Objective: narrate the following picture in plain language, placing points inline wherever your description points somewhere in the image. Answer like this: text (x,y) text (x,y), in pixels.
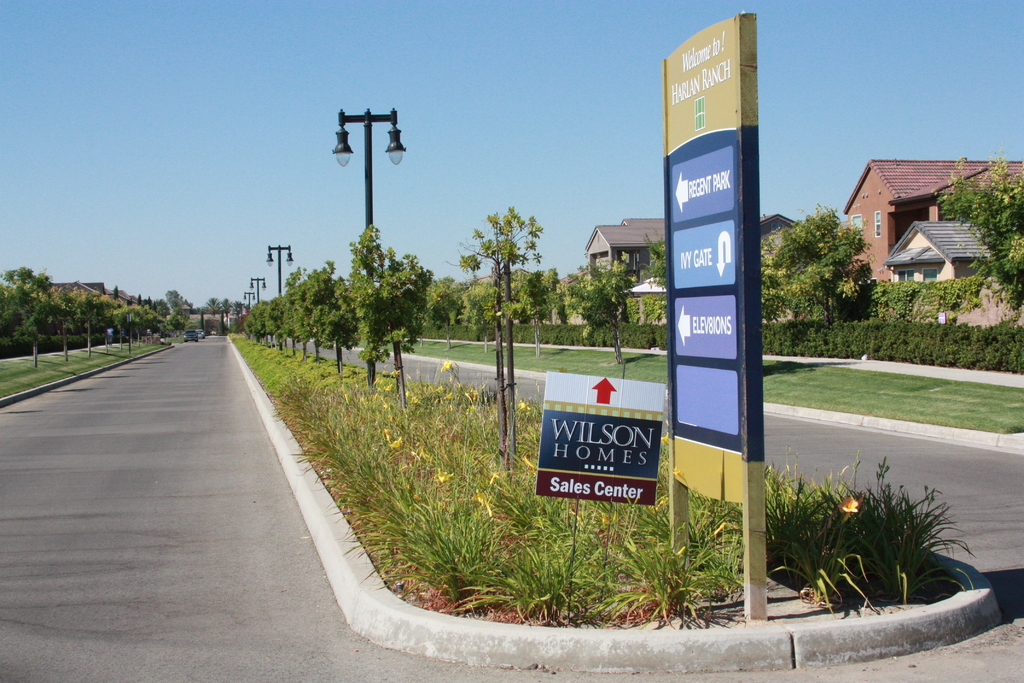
Here we can see boards (753,203), plants (624,537), grass (953,396), trees (42,318), poles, lights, and houses (647,252). There are cars (190,337) on the road (240,447). In the background (424,204) there is sky (514,135).
